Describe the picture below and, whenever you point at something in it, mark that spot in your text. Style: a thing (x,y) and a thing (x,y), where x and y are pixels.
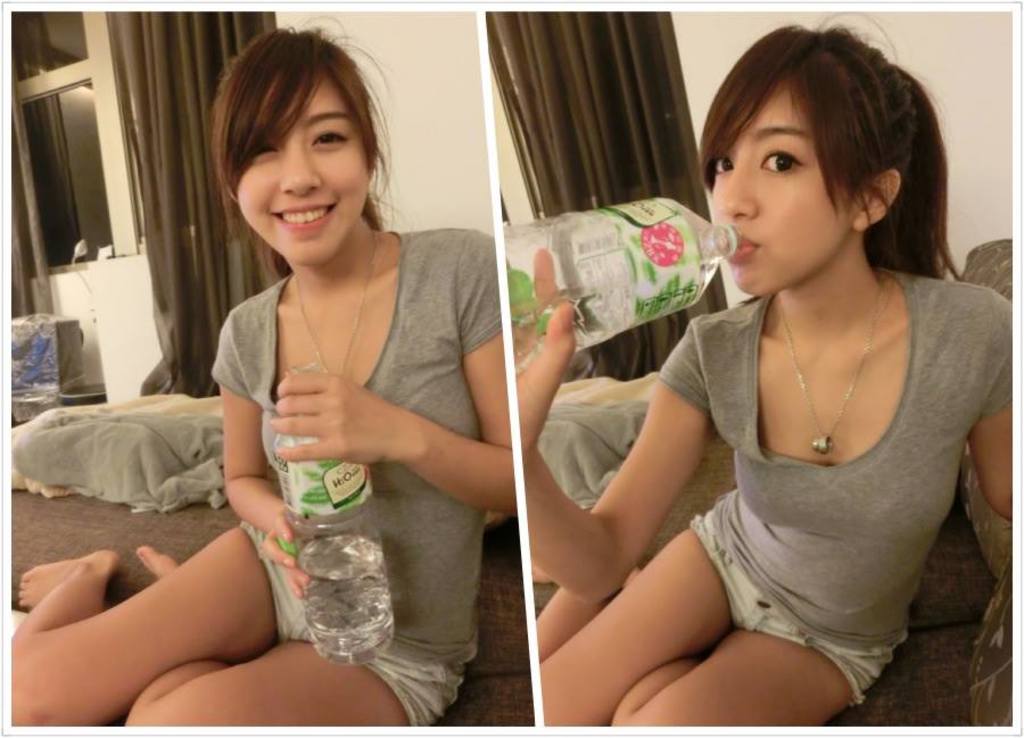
This is a collage of two images where there is a person (296,355) holding a bottle (347,553) in one image and drinking water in another image, there are windows (66,166), curtain clothes (158,52) and some objects (120,432) on the floor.
